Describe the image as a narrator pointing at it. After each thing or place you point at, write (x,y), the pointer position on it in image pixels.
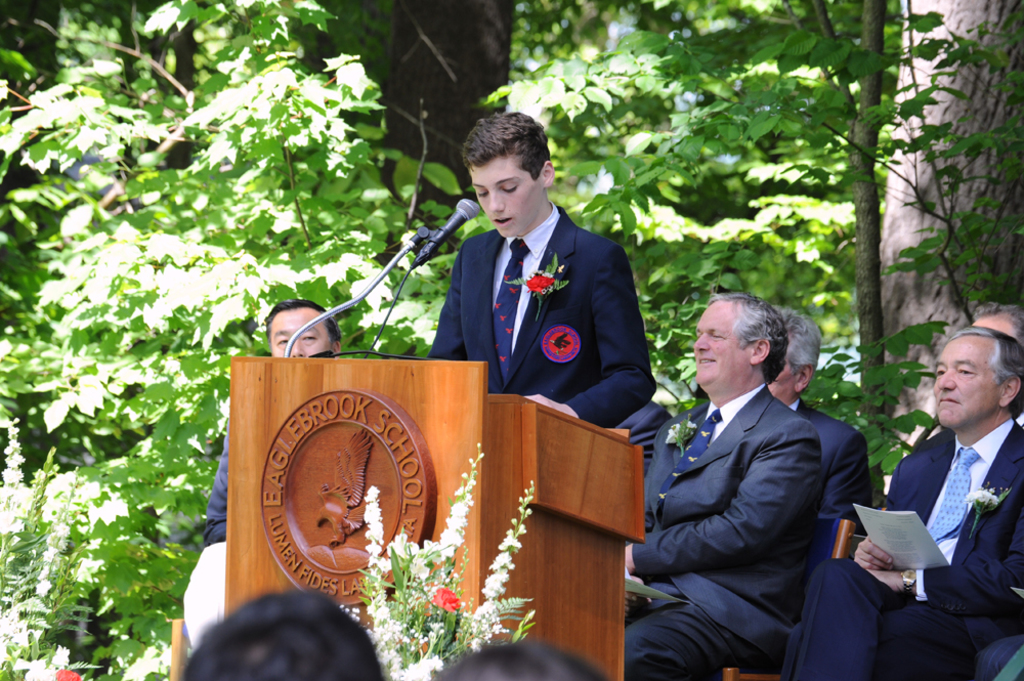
In this image I can see a person (544,295) wearing white shirt (528,269), blue tie (514,292) and blue blazer (599,303) is standing in front of a podium (502,418) and on the podium (484,410) I can see a microphone (424,261). I can see a flower bouquet (419,587) which is green, white and red in color. In the background (721,505) I can see few other persons (838,425) sitting and few trees (680,269) which are green in color.
